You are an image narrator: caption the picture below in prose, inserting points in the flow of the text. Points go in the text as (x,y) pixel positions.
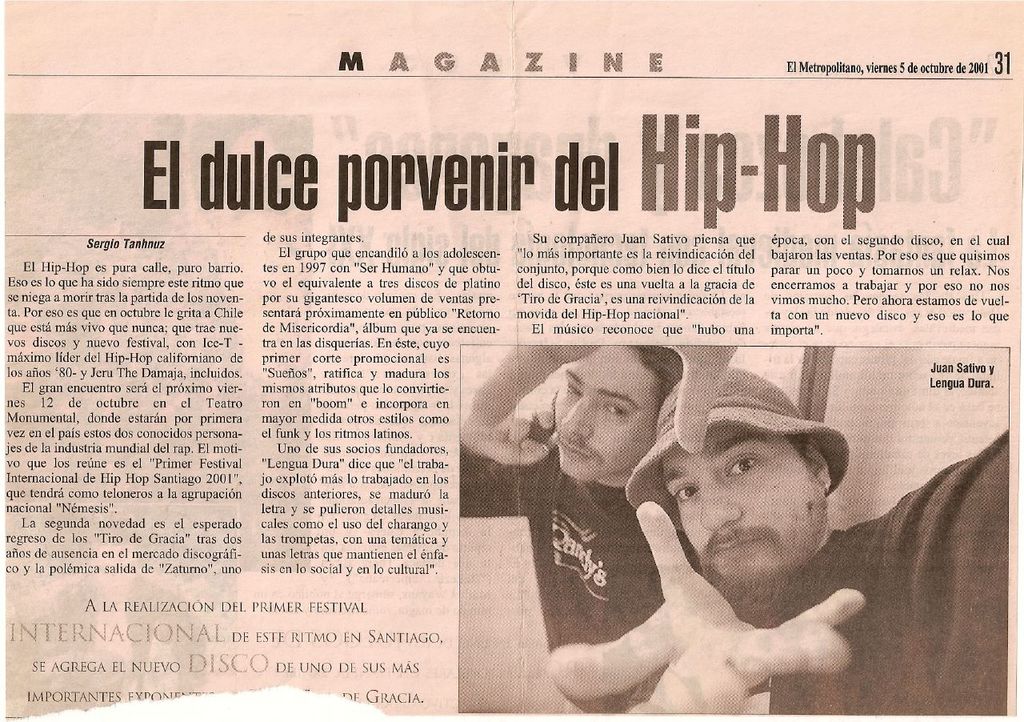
In this picture I can see an article (494,91) in front (30,428) and I see something is written on it and I can see a picture (609,494) of 2 men (667,466).
